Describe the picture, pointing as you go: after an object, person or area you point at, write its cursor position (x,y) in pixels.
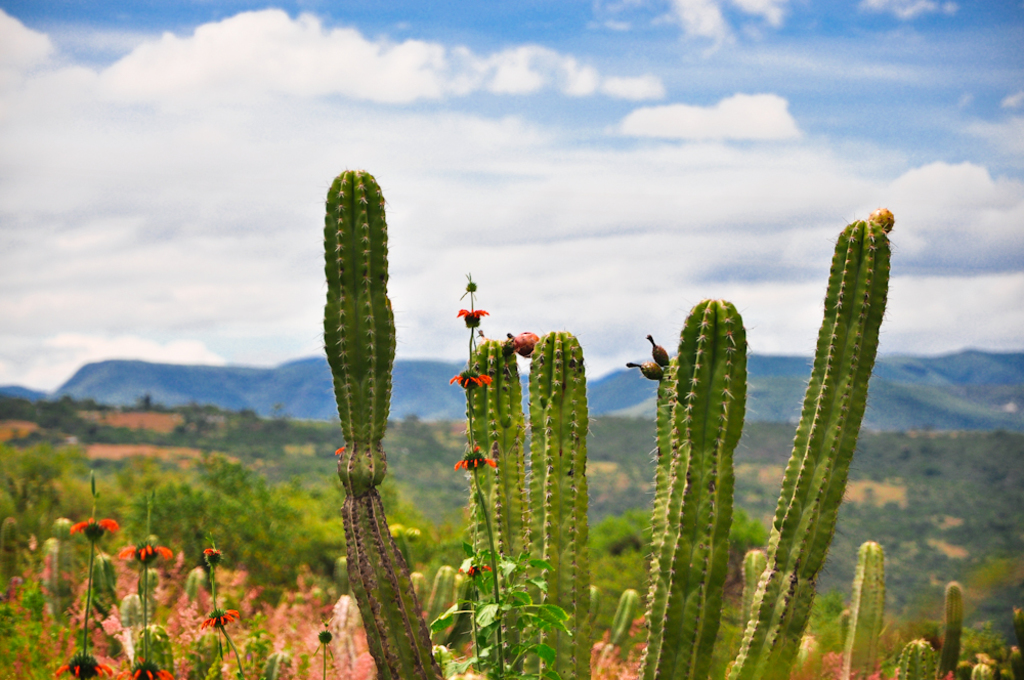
In this image, we can see a green color cactus plant (858,384), we can see some green color trees (304,528) in the background (318,530), at the top (810,33) there is a blue color sky (418,100) and there are some white color clouds (320,178).
